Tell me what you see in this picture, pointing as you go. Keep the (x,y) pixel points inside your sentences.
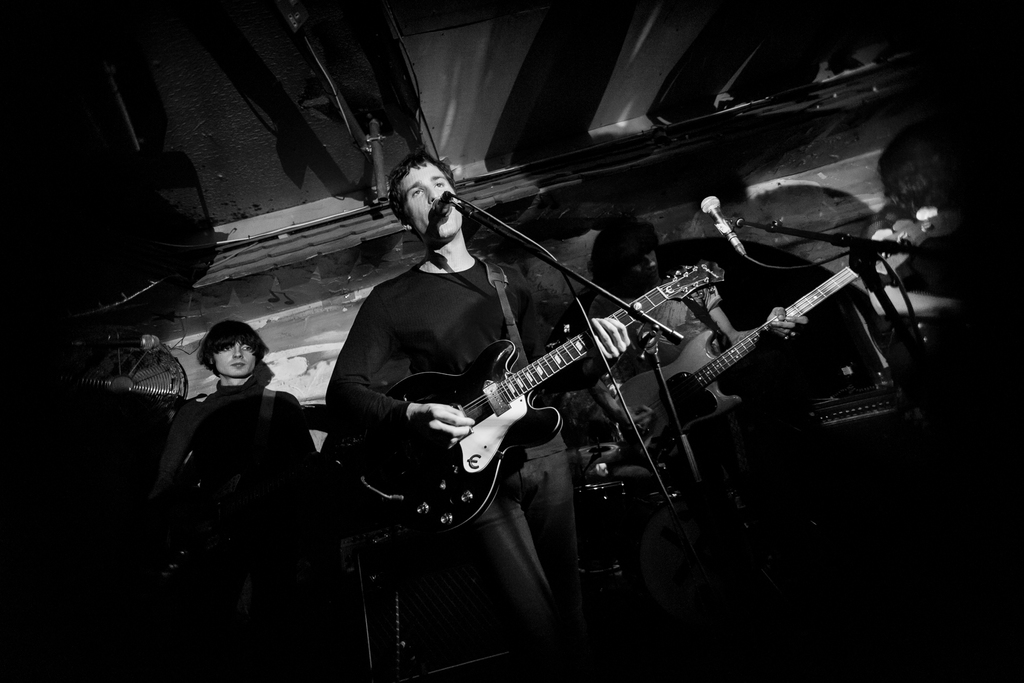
There are three people (255,430) in image. In middle (506,317) there is a man (439,246) who is holding a guitar (484,354) and playing it in front of a microphone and opened his mouth (443,219) for singing. On right (703,307) there is a another man (713,315) who is holding a guitar (705,359) and playing it on left side (255,447) there is another man (281,421) who is holding a guitar (240,490) and playing it on top (294,184) there is a roof (305,195).
